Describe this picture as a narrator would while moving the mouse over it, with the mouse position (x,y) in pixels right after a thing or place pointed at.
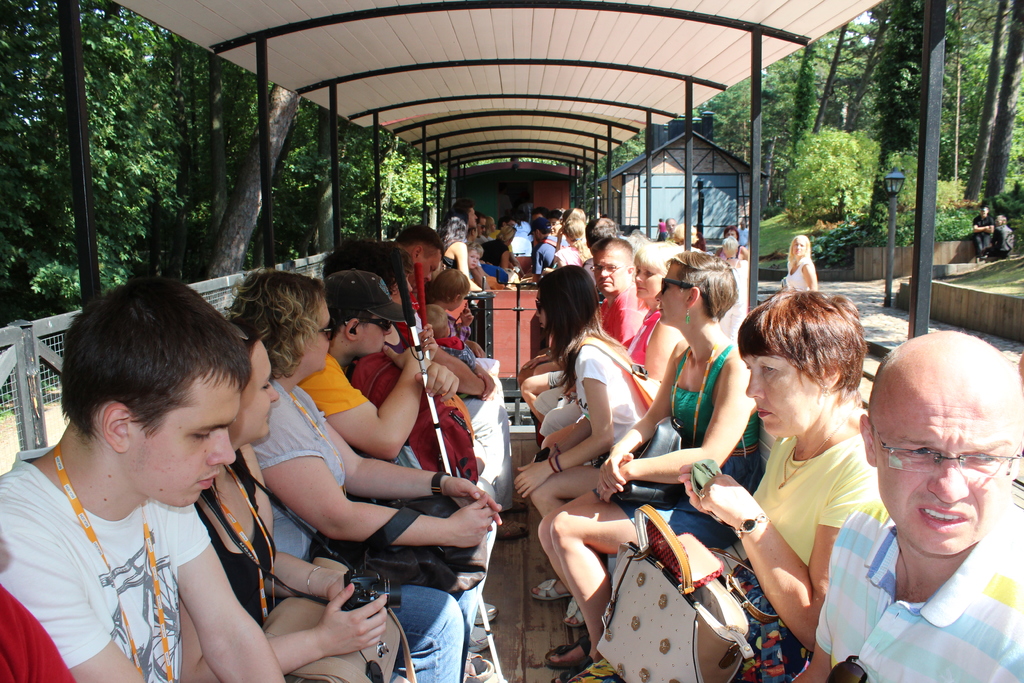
In the middle of the image (358,325) there are many people (342,392) sitting inside the train (294,47). To the top of the image (298,47) there is a roof (544,36) and also there are poles (688,195). To the left corner of the image (99,156) there are trees (65,183) and also there is a fencing (7,336). To the right side of the image (979,229) there is a pole (893,248) with lamp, few people (999,230) are sitting on the grass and also there are many trees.
